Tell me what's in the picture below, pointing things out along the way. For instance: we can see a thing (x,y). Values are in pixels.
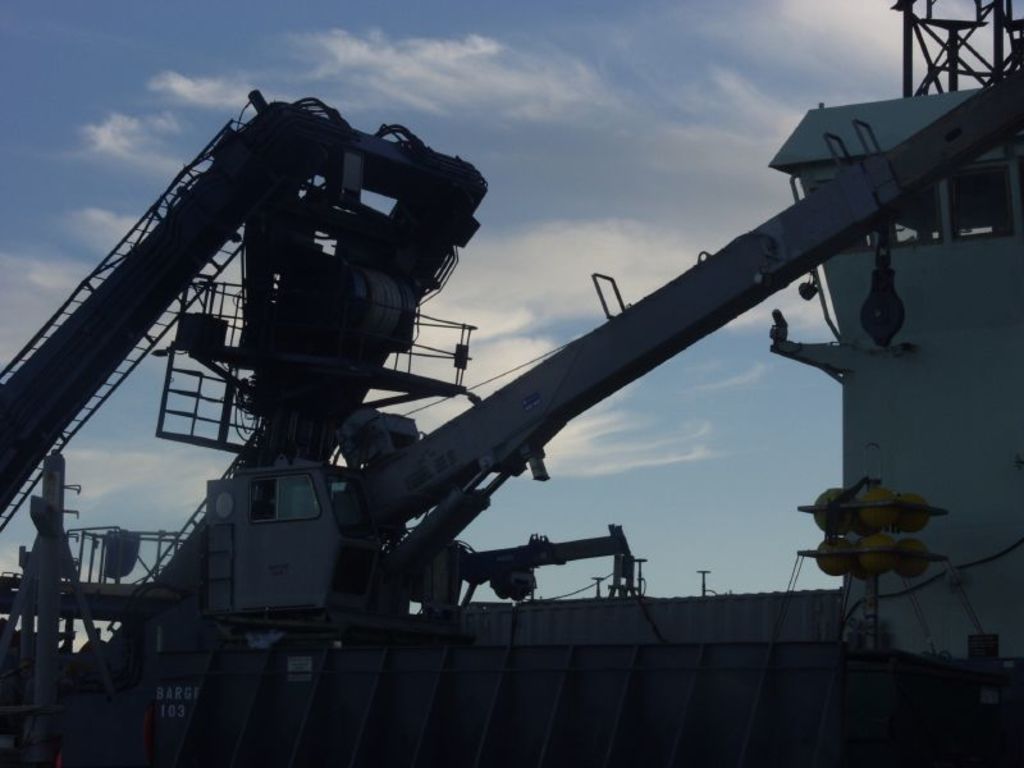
In this picture there is a ship (451,588) and there is a rope (997,555) on the ship (695,686) and there is a text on the ship (168,715) and there is a poster (305,671) on the ship (437,705). At the top (233,85) there is sky (449,110) and there are clouds (702,151).
